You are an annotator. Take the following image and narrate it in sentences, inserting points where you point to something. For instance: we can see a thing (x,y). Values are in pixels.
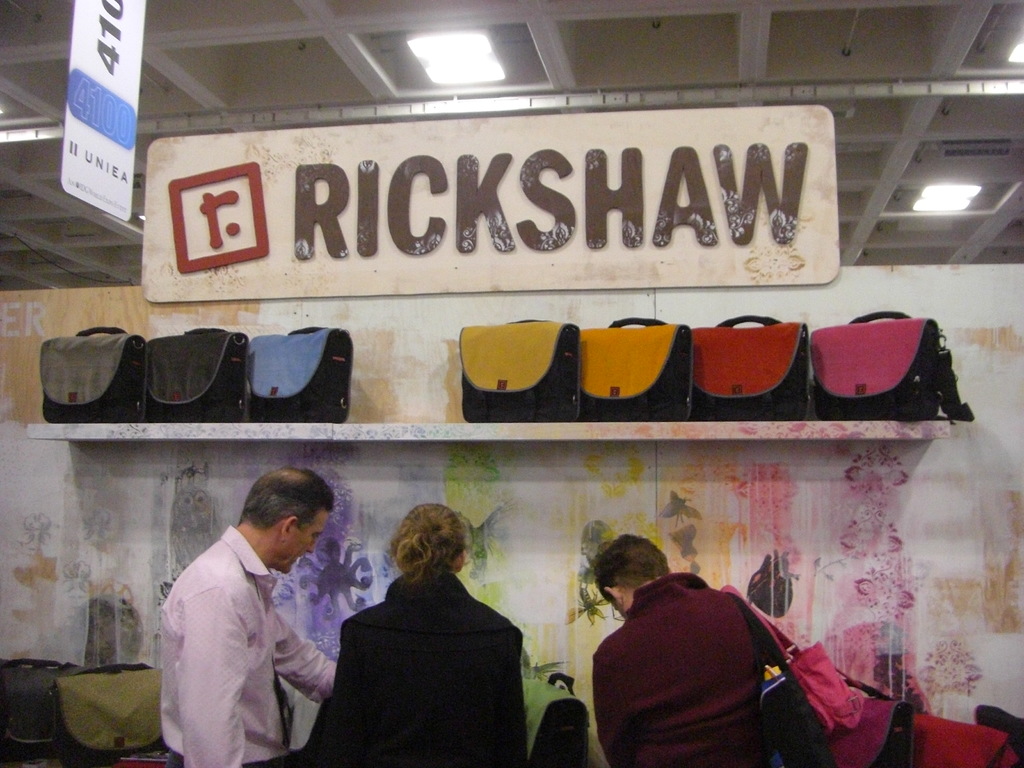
In this image there are three persons (386,647) in the middle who are looking at the bags (567,705) which are in front of them. At the top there is a shelf (406,427) on which there are bags (463,361) one beside the other. At the top (434,62) there is light (440,75).
